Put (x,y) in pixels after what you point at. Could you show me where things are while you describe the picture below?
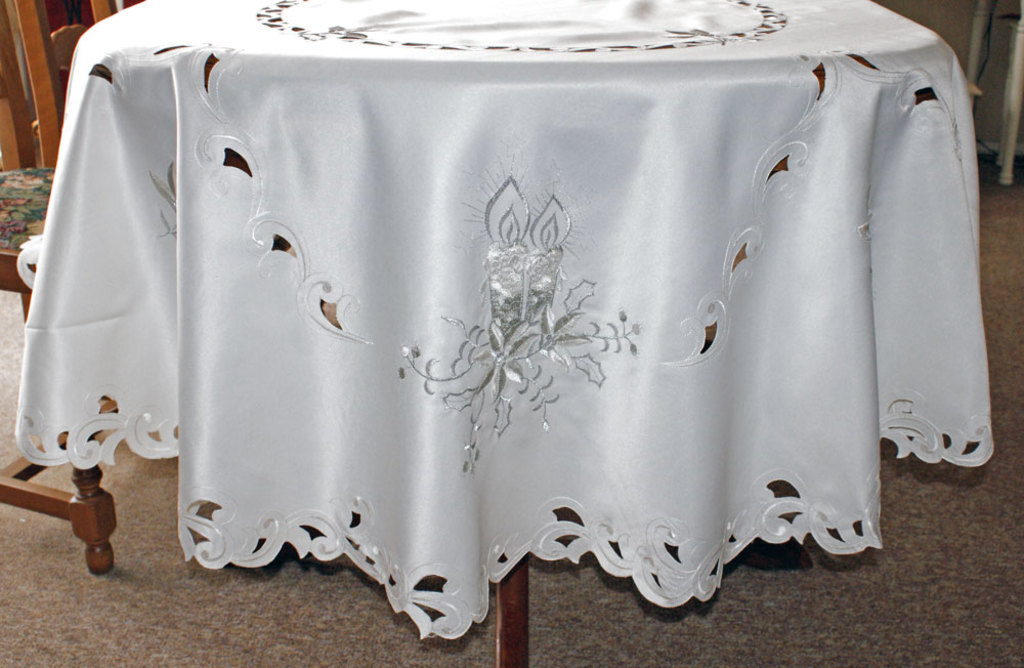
In this image we can see a table (473,223), and a white cloth (613,110) on it, there are chairs (65,52) on the floor (7,371).
